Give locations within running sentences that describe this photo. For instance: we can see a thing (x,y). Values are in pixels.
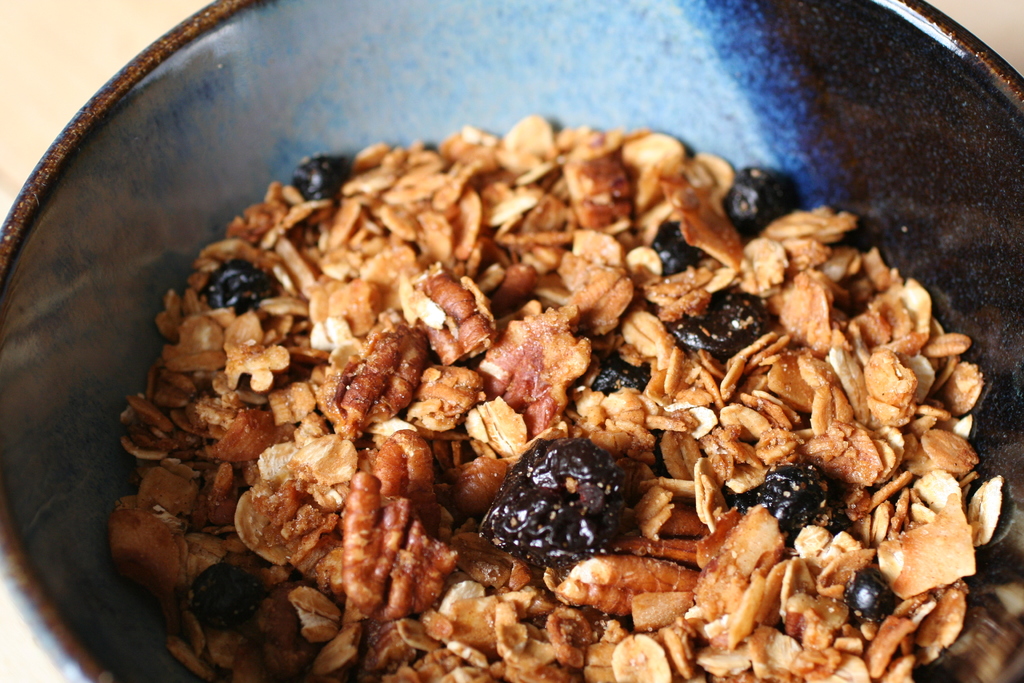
In this image we can see the food item (483,364) in the black color vessel (745,123) which is on the surface (68,99).
